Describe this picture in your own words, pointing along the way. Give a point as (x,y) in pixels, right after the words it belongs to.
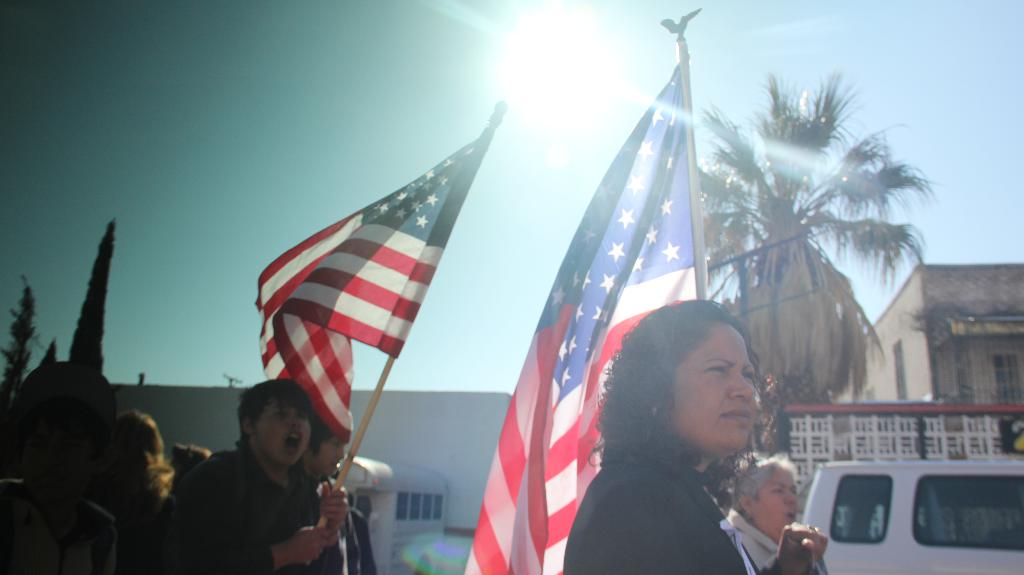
In this image I can see few people (69,478) and holding flags (543,474) and the flags (556,469) are in blue, red and white color. Background (1018,502) I can see few vehicles (991,525), buildings (410,463) in white and cream color, trees (833,320) in green color and the sky (363,109) is in blue and white color.
